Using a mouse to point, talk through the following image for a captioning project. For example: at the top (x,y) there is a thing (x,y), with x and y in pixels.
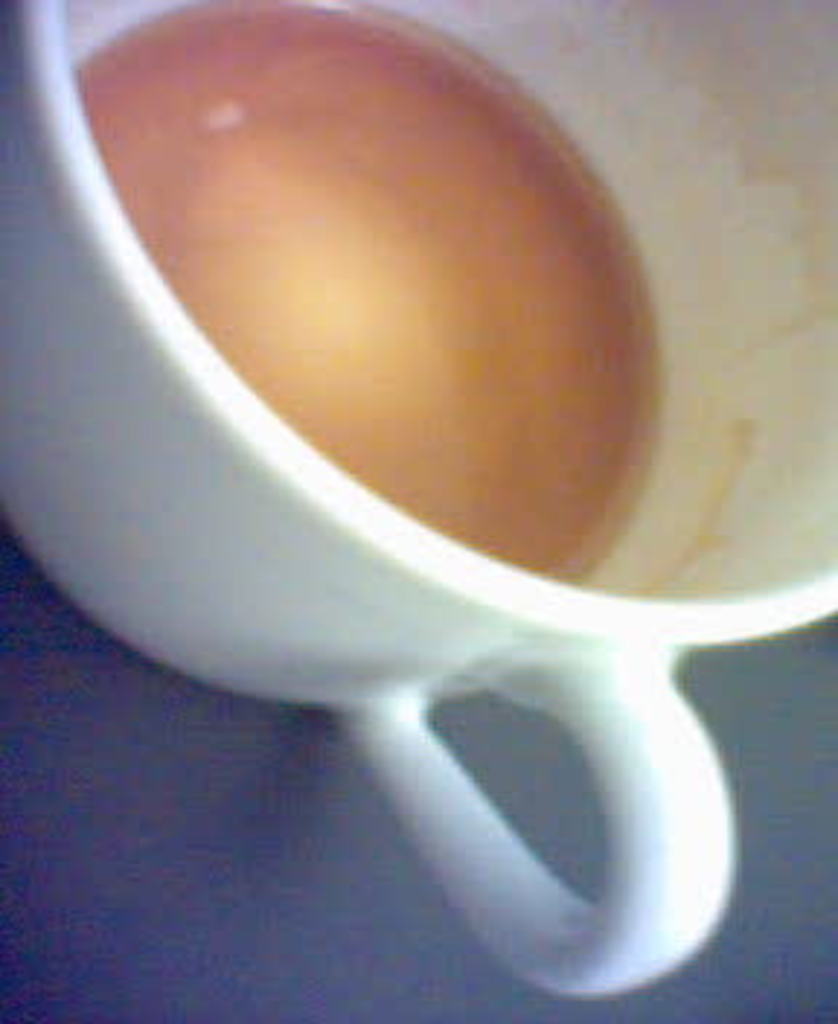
In this picture we can see a cup (479,364) with liquid (479,465).
